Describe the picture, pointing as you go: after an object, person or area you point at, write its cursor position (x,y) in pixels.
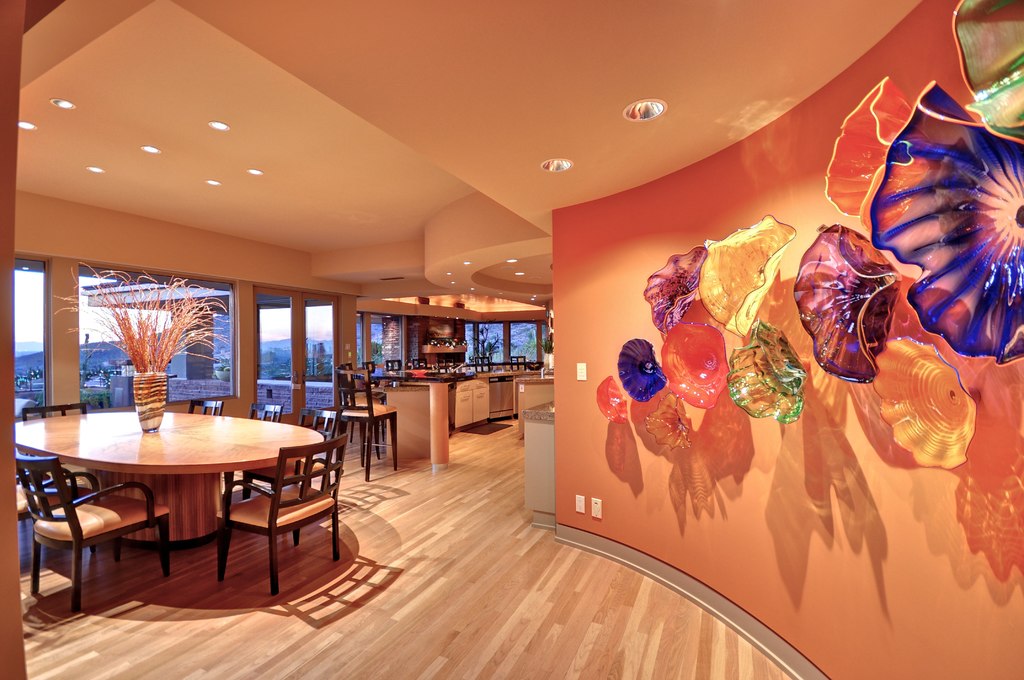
In the bottom left corner of the image (191,500) we can see some chairs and tables (71,418), on the tables (274,423) we can see some plants (141,362). Behind them we can see a glass wall (208,286). Through the wall (22,322) we can see some buildings (116,368) and sky (272,319). At the top of the image (824,14) we can see ceiling (836,43) and lights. On the right side of the image (830,152) we can see wall (685,220), on the wall (665,231) we can see glass sculptures (1017,95).
